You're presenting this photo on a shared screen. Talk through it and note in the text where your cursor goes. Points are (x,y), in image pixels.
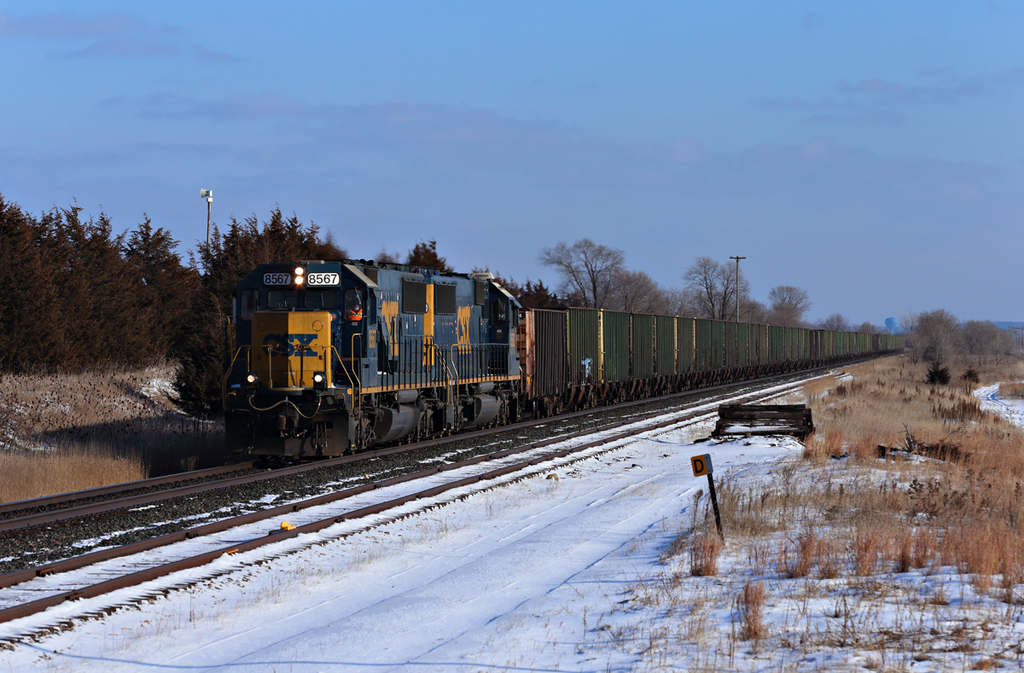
This image consists of a train (472,424). At the bottom (37,509), there are tracks (115,582) covered with the snow (344,557). On the left (180,368) and right, there are trees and we can see the dried grass (904,458) on the ground (732,563). At the top (383,166), there is sky (384,162).
